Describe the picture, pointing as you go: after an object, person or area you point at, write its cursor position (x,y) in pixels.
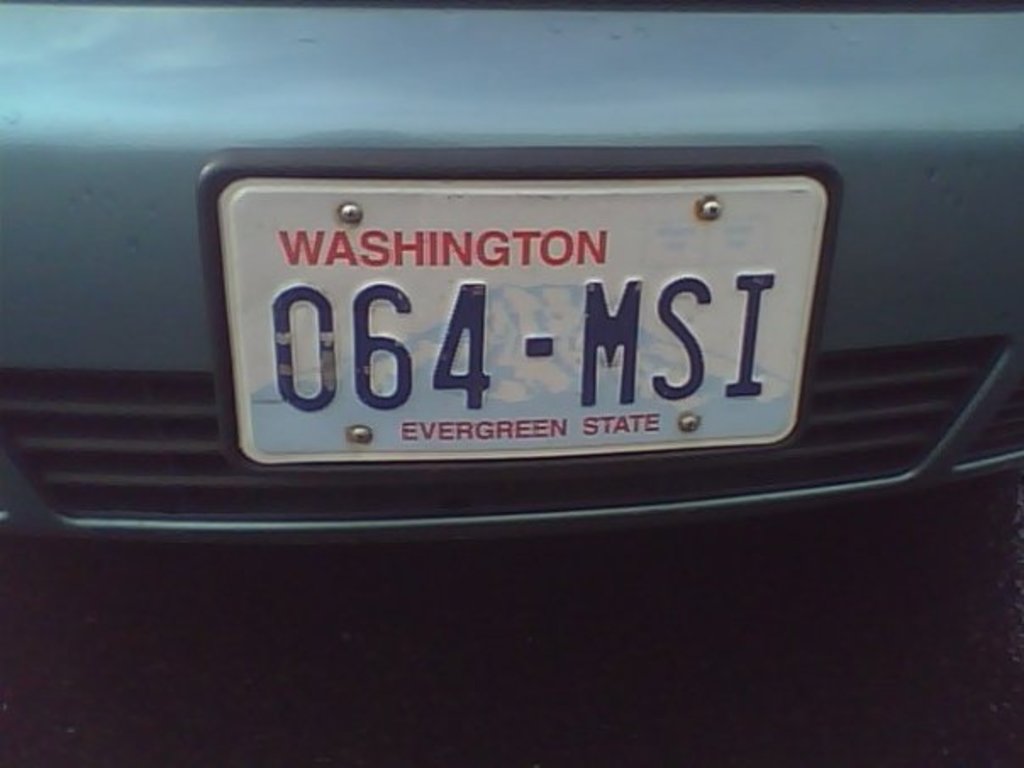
In this picture we can see a vehicle (14,44) with a registration plate (461,302) and on the plate (457,266) there are screws (685,428) and it is written something on the registration plate (555,410).
